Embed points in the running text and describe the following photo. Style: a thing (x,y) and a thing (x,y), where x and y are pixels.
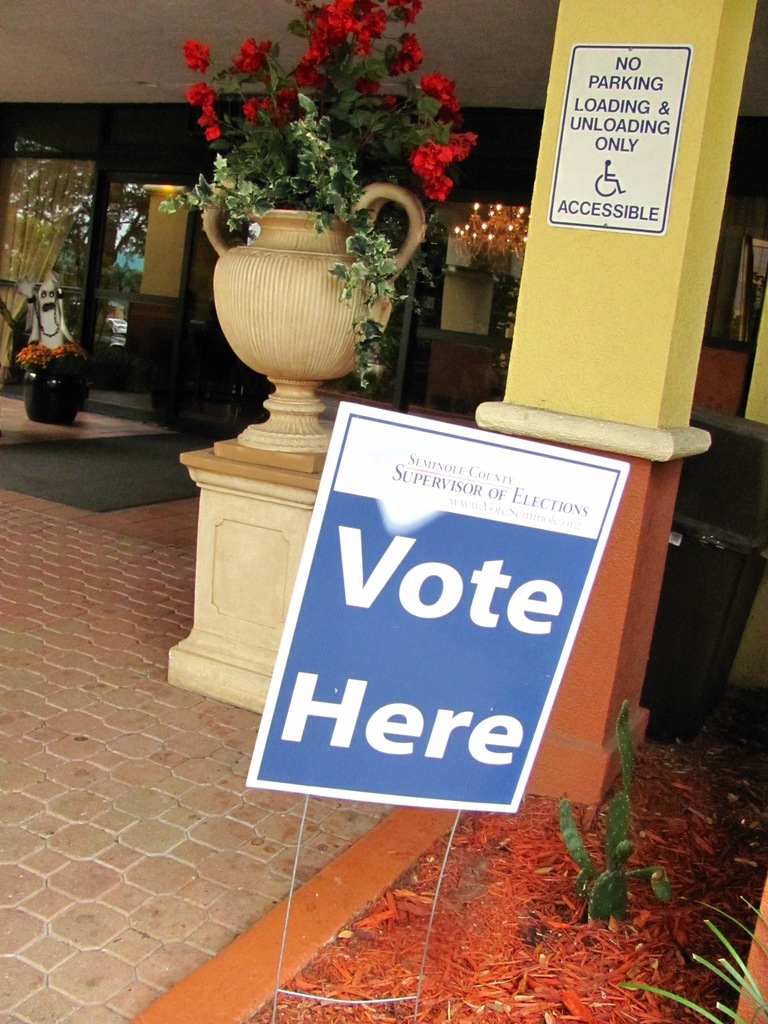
In this image, we can see flower pots (172,199), some lights (498,223), poles (624,306) and here we can see posters (421,728). On the bottom right (619,909), there is a plant (613,860).
